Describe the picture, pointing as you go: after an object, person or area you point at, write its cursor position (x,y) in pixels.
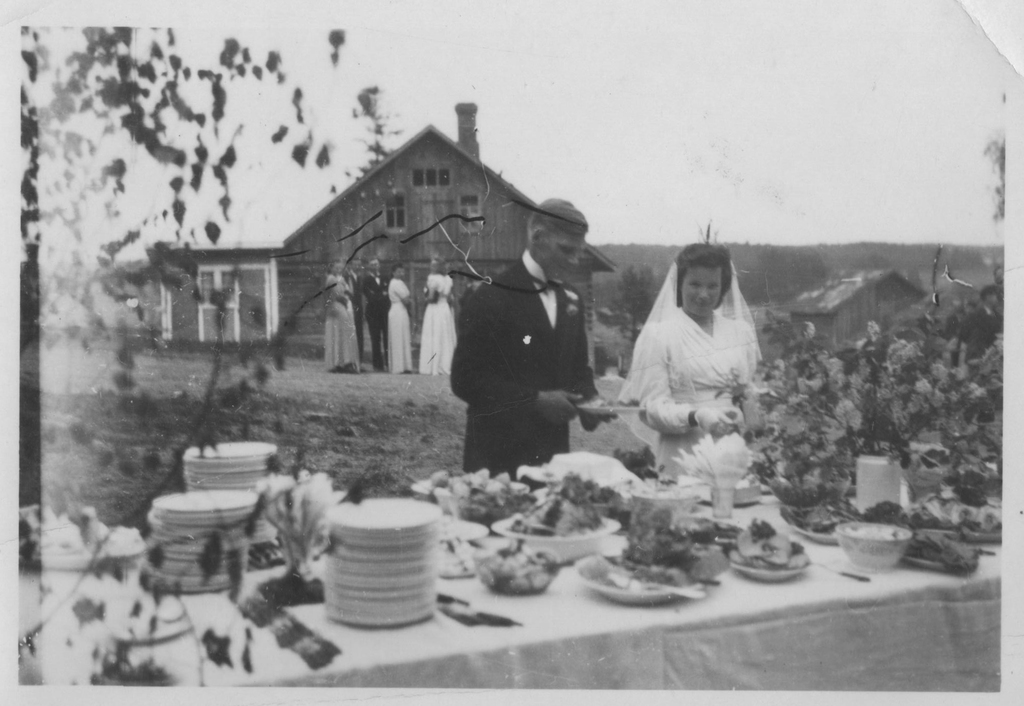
In this image I can see few people (502,348) around. In front (537,277) the person (556,357) is holding something. I can see plates (600,585), bowl (509,590), tissues (725,478) and some objects (725,491) on the table (760,621). Back I can see house (469,204) and trees (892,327). The image is in black and white color.
